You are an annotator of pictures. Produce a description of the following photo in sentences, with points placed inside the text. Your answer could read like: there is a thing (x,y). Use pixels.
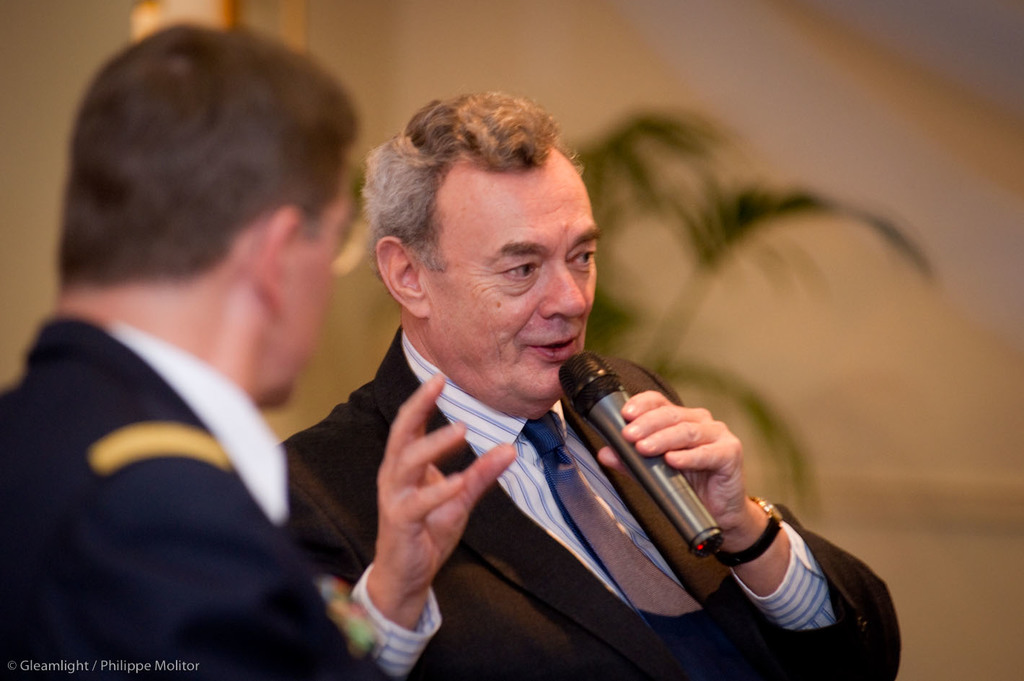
In this image there is a person (521,470) holding a mike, there is another person (28,636), and in the background (673,357) there is a plant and a watermark (10,663) on the image.
